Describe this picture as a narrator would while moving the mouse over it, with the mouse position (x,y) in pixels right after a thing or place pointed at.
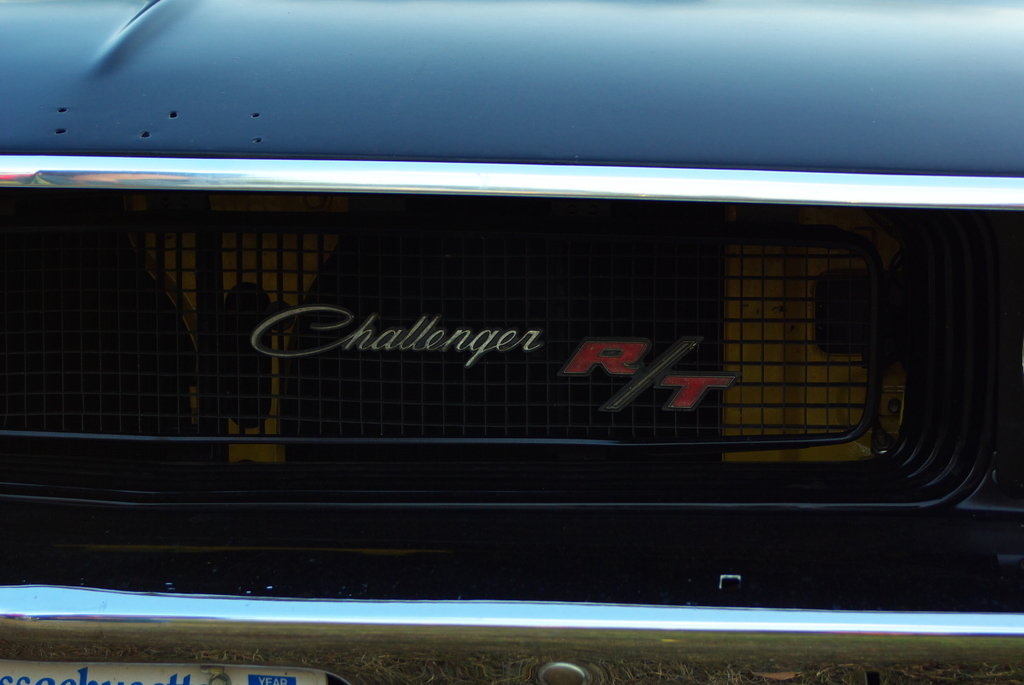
In this image, it looks like a car (543,658). I think this is a name plate (688,388) and bumper (694,616) are fixed to a car (628,474).
